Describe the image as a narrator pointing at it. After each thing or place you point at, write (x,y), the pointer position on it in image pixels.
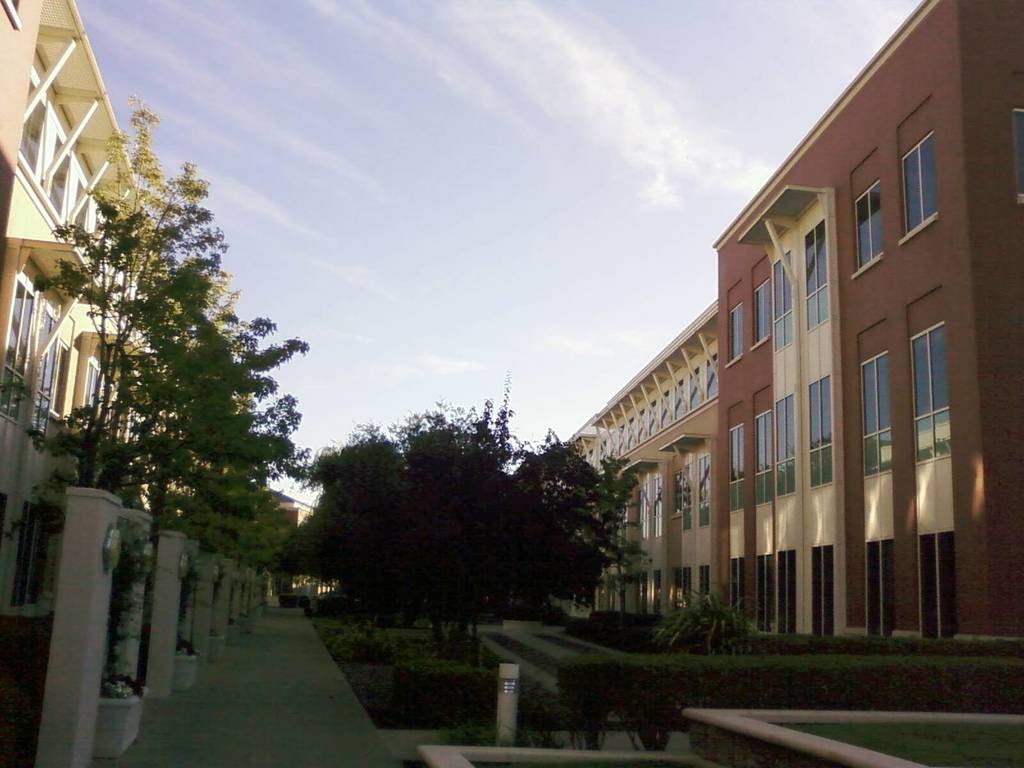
In the middle of the image (472,431) there are some trees (122,361) and plants (373,433) and buildings (39,271). At the top of the image (421,199) there are some clouds (838,47) and sky (276,51).
